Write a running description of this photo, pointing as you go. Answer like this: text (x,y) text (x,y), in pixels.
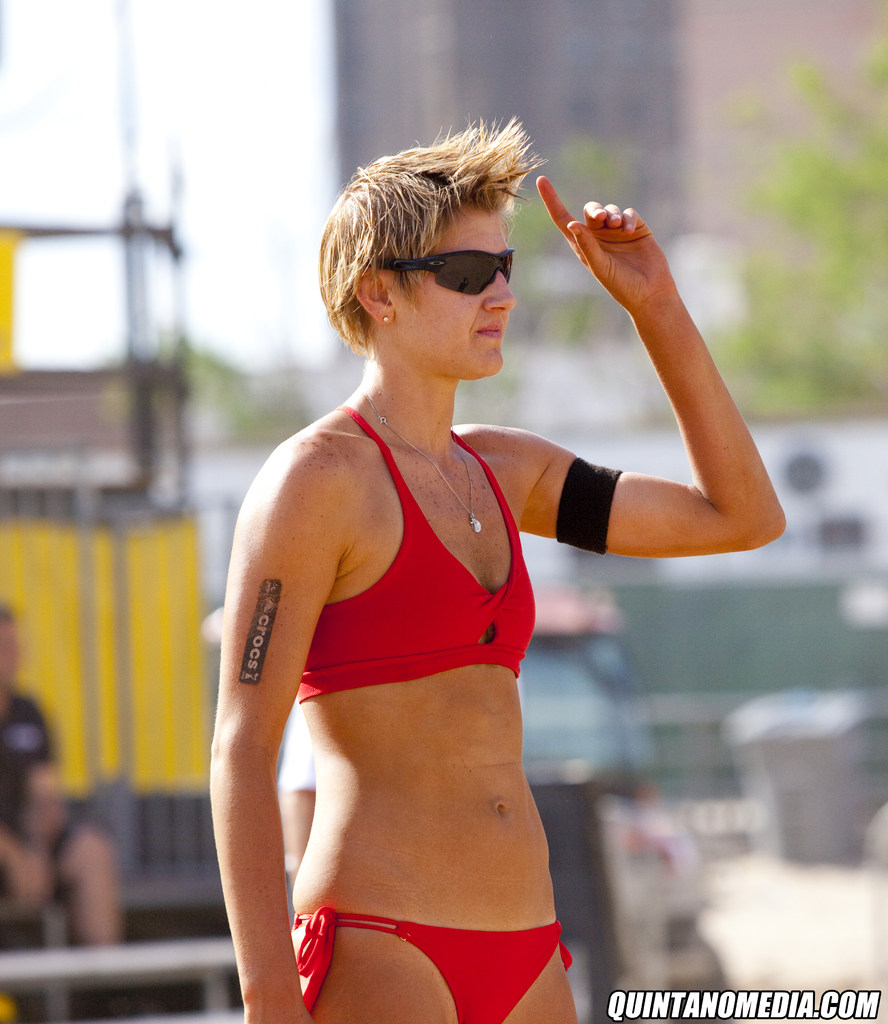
In this picture we can see a woman (351,597) wore a band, goggles (504,267) and standing and in the background (865,135) we can see trees (815,389), person (48,848) and some objects (205,514) and it is blurry.
